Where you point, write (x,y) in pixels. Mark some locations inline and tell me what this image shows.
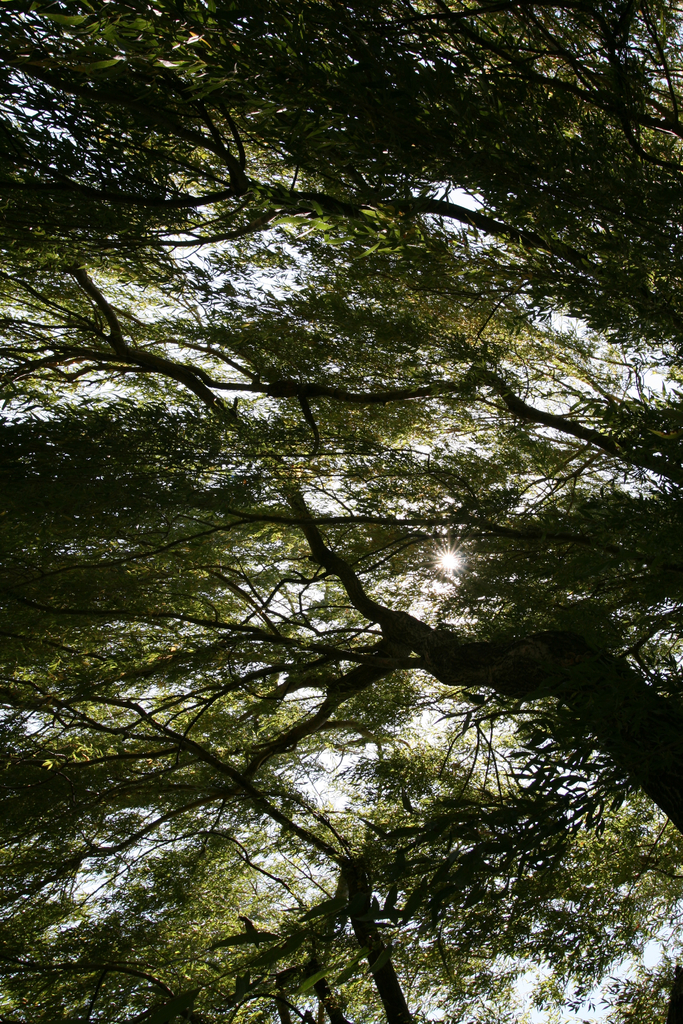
In this image there are tall trees (548,628) with the green leaves (227,472). In this image we can see that there are so many tree trunks (405,620) in the middle (365,668). At the top (212,275) there is sky (189,252).
